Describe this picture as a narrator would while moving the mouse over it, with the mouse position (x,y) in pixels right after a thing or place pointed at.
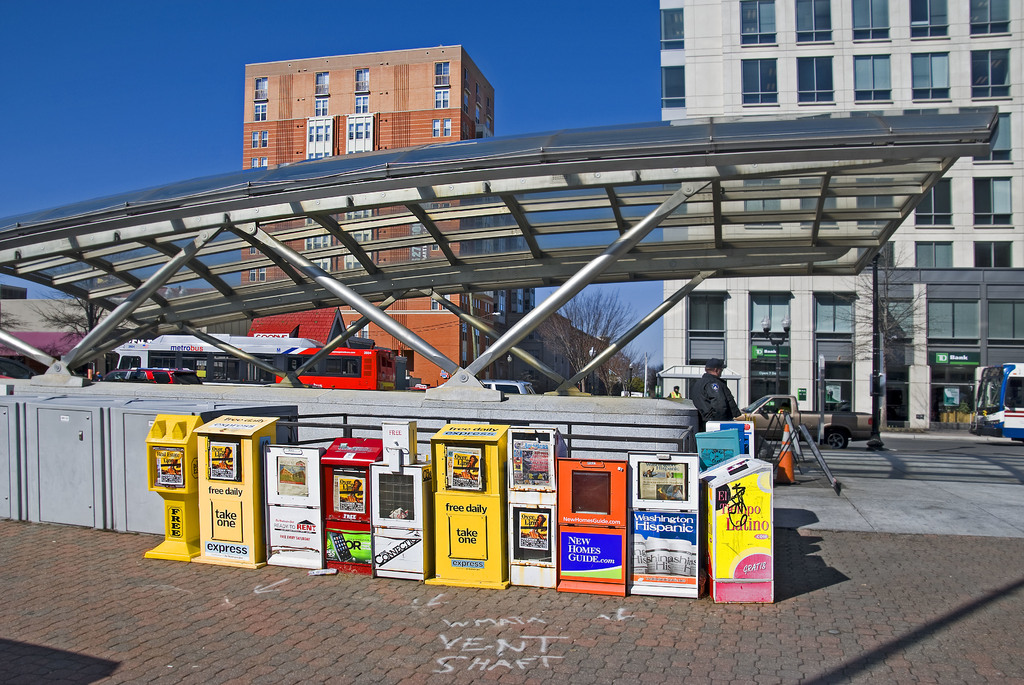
In the image in the center (519,436) we can see few commercial dispensaries (592,519), white boxes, roof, few vehicles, traffic pole (790,455) and one person (735,406) standing. In the background (505,34) we can see sky (539,65), buildings (873,49), wall (888,47), windows (932,79), trees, poles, roof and few vehicles (1022,423) on the road (979,455).
